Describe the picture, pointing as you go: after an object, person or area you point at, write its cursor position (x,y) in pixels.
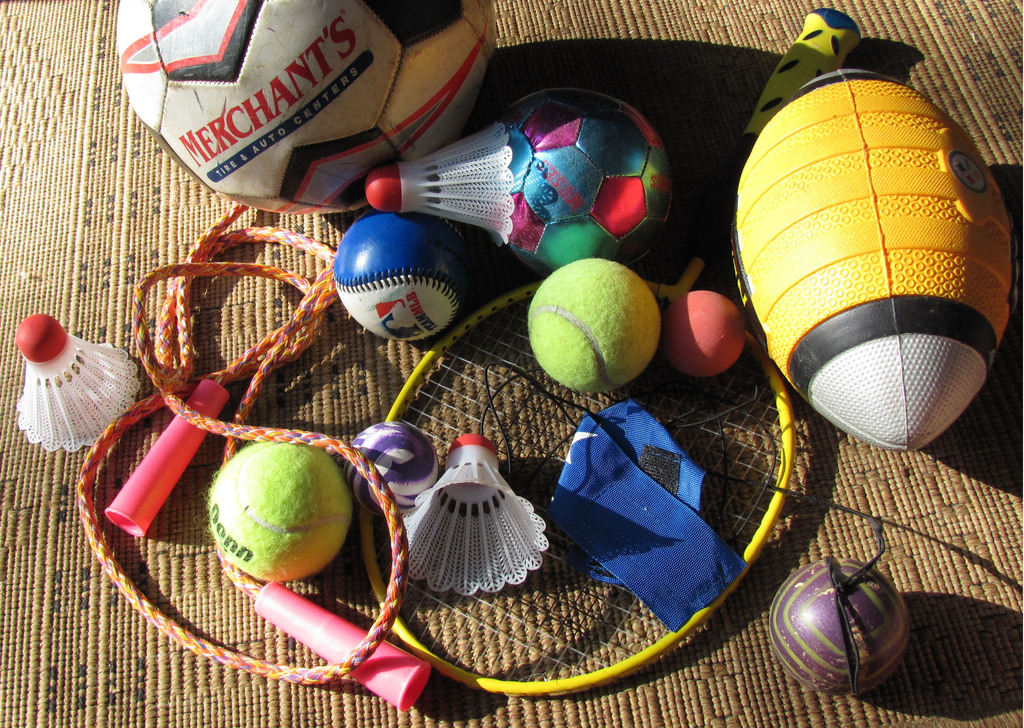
In this image there are corks (466,507), skipping rope (187,306), balls (954,312), shuttle bat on the mat (206,686).
